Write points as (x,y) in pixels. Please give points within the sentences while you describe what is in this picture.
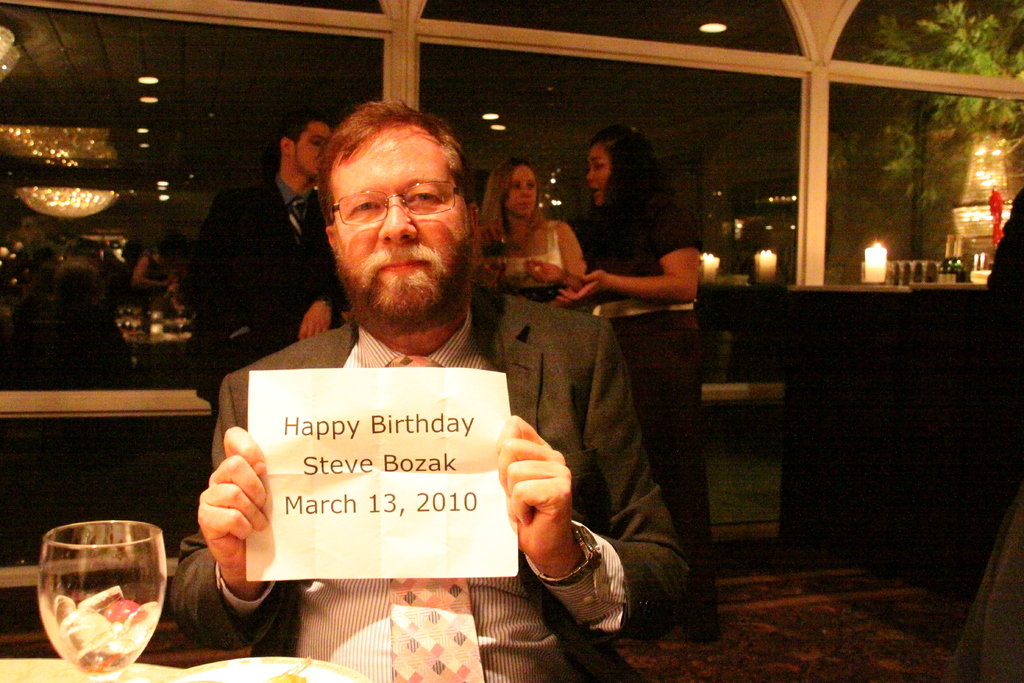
In this image I can see a man (245,615) in the front (369,430) and I can see he is holding a white colour paper (460,388). I can also see he is wearing formal dress (608,545), a watch (595,553), a specs (437,213) and on the paper (379,442) I can see something is written. In the front of him I can see a glass (88,565) and in the glass (116,601) I can see few ice cubes (104,595). In the background (612,134) I can see few more people (200,315), few candles (704,264), a tree (962,36) and number of lights (17,141) on the ceiling (129,69). On the right side of this image (947,252) I can see a bottle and a red colour thing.
